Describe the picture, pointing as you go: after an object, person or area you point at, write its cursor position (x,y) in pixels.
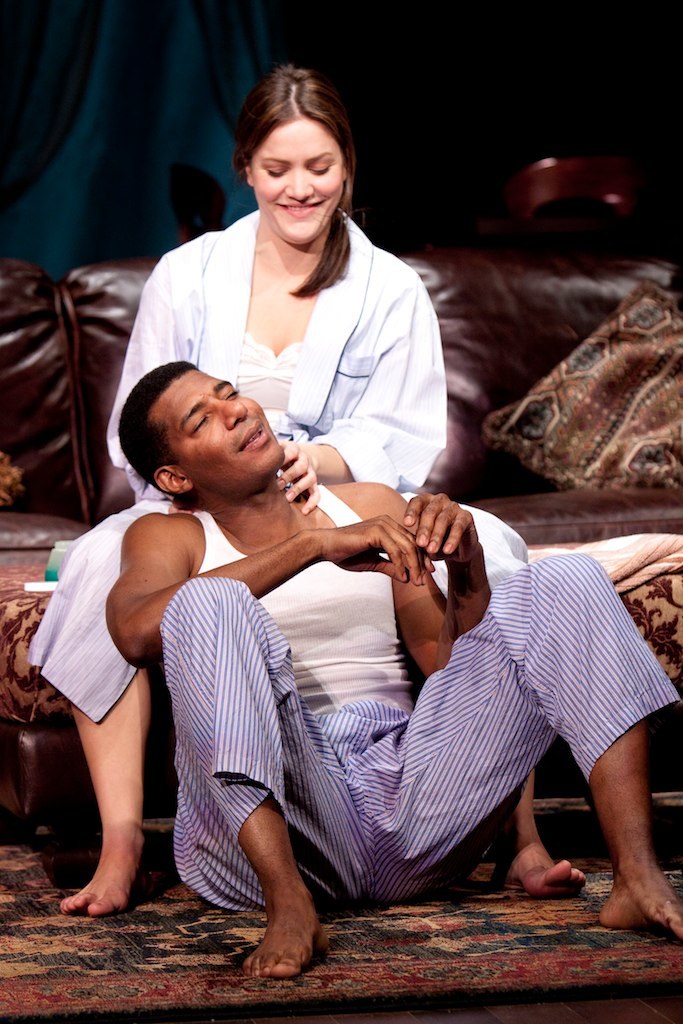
In this image I can see two persons (250,527), the person (247,743) in front (191,721) is wearing white and blue color dress (282,754) and the person (417,357) at back (391,452) is wearing white color dress (417,357) and sitting on the couch (476,337). The couch (528,306) is in brown color and I can see a green color curtain (124,98).
